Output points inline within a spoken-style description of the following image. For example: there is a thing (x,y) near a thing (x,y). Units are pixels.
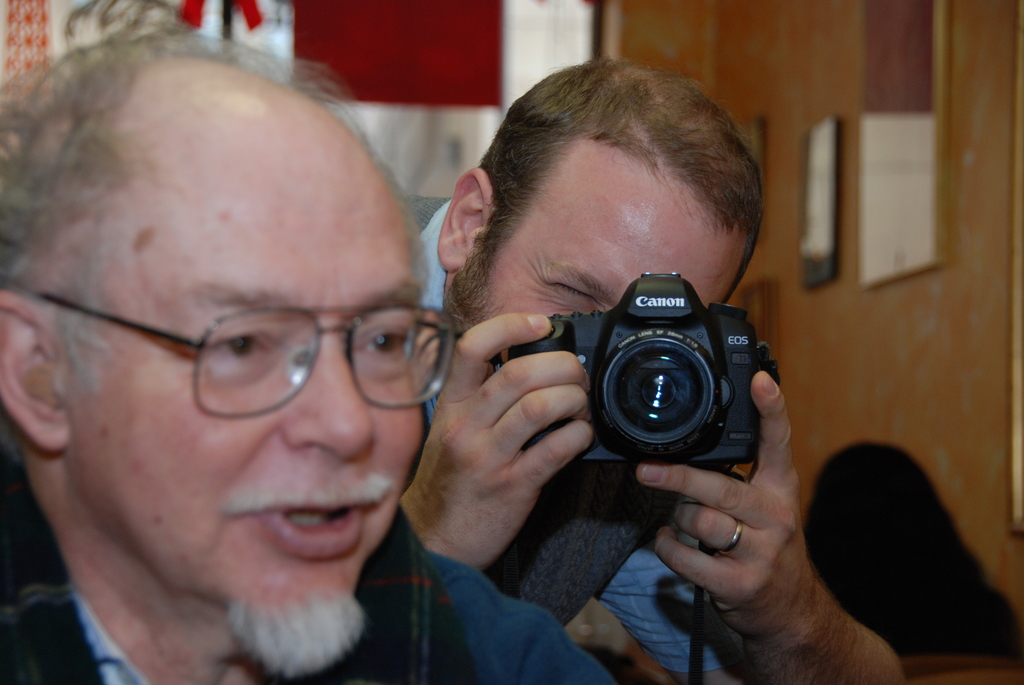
In this picture we can see a man (563,307) holding a camera (563,351) and in front of him there is a man (301,420) who has spectacles (206,381).
